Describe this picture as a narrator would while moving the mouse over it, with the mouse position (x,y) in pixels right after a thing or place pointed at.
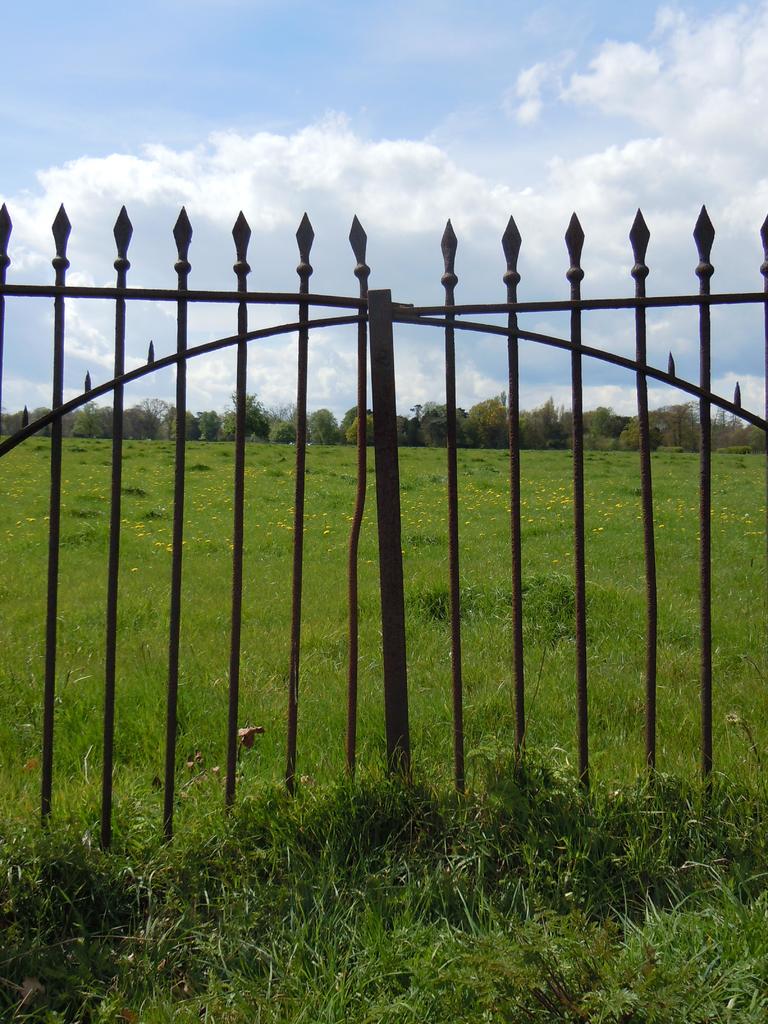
In this image we can see a grassy land (416,772) and many trees (480,432). There is fencing (395,571) in the image. There is a blue and cloudy sky (363,214) in the image.
